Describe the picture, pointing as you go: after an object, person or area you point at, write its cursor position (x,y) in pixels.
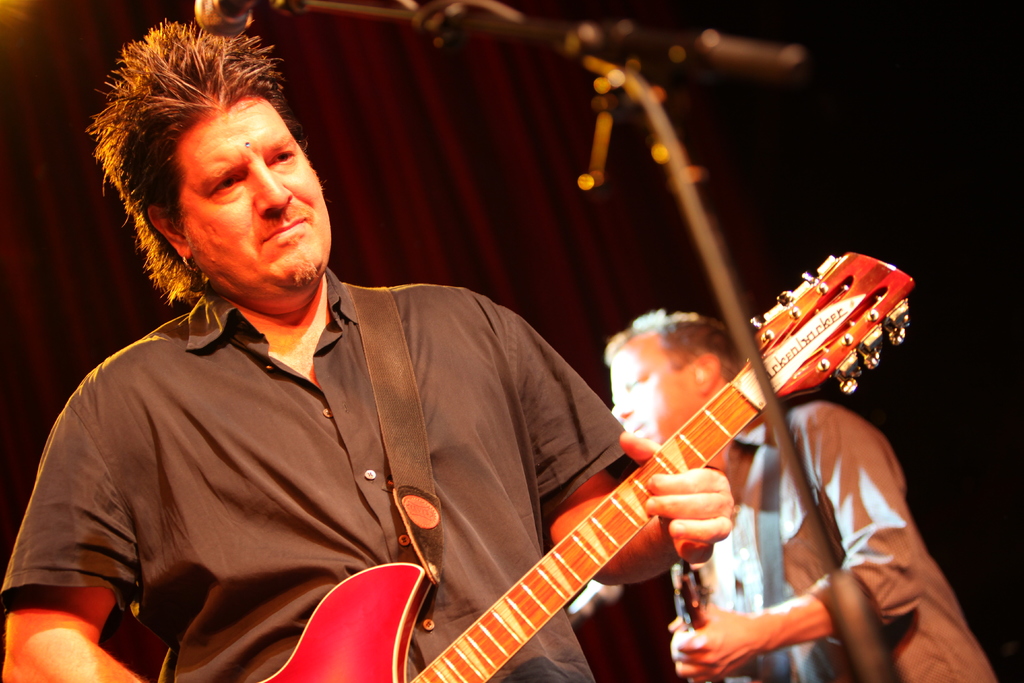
In this image we can see two people (424,607) standing and holding guitars (384,594). There is a mic (243,20) placed on the stand (325,8). In the background (477,200) there is a curtain (370,280).
